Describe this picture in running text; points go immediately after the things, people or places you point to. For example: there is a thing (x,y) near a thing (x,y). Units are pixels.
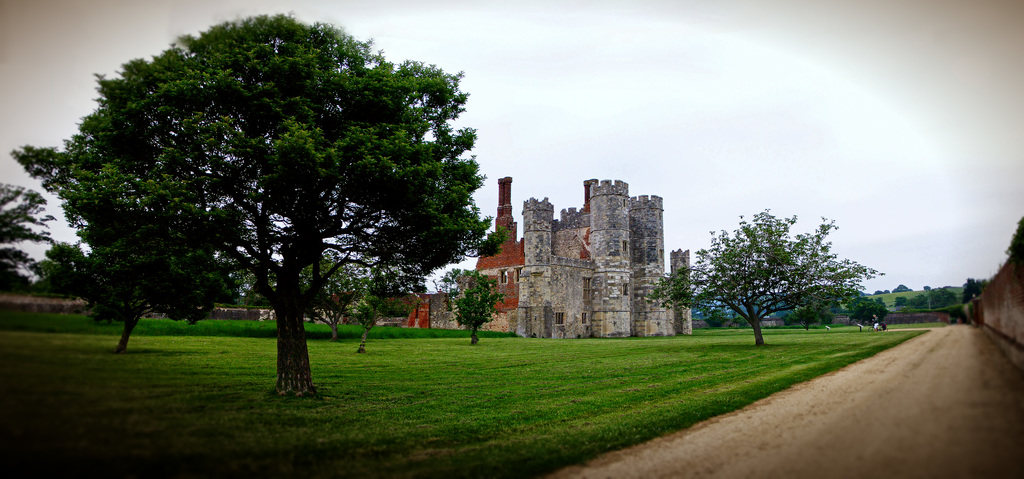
In this image I can see grass ground (399,360), number of trees (467,314), the sky (708,156) and a building (623,194). I can also see few things (870,321) over there.
